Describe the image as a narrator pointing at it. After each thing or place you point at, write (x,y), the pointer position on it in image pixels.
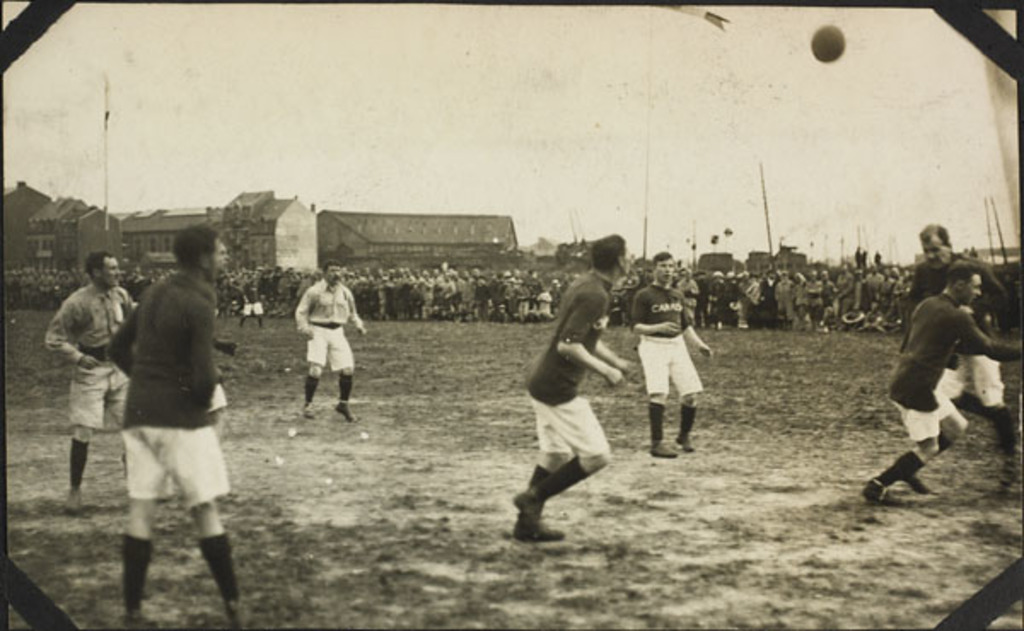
This is a black and white image. In this image, we can see a group of people (980,299) are playing a game. In the background (635,293), we can also see a group of people (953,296), building (432,229), pole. At the top (894,30), we can see a ball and a sky (670,188), at the bottom (627,523), we can see a land (414,419) with some stones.
